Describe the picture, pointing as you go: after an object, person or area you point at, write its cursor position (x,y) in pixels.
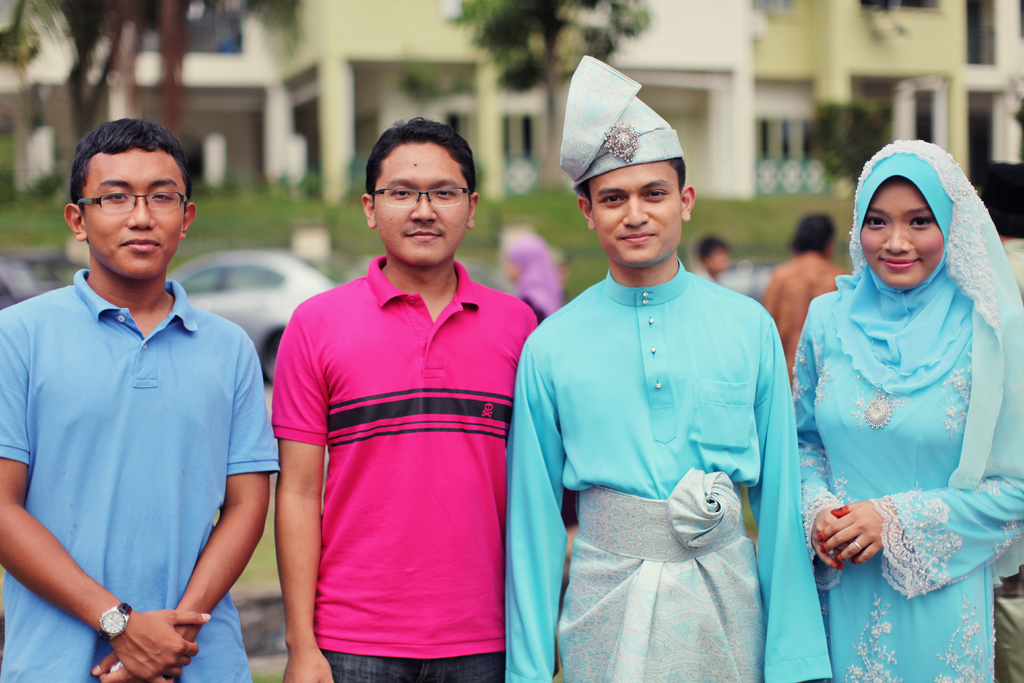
In this image I can see few people (478,428) are standing. I can see two of them are wearing specs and I can also see smile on few faces (169,157). In the background (213,108) I can see few buildings (437,109), trees (73,114), few vehicles (282,276) and I can see this image is little bit blurry from background (1016,83).
